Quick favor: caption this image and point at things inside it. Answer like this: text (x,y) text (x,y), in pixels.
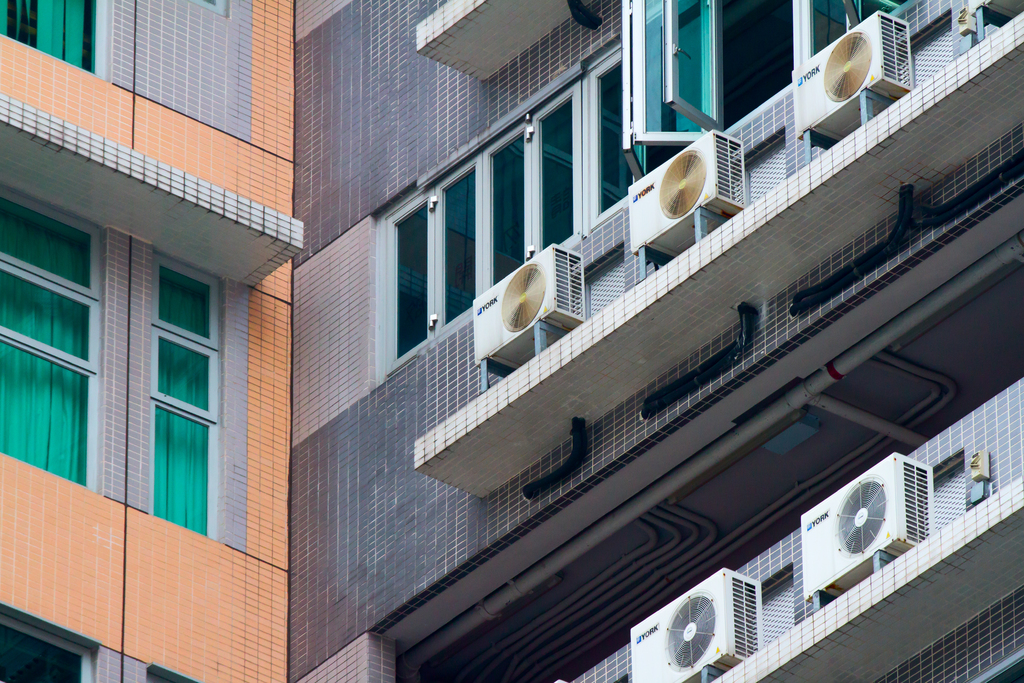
In this image we can see a building (352,506). On the building (373,483) we can see the windows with glass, air conditioners (733,193) and pipes (679,389). On the left side (161,434), we can see curtains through the glass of the windows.
